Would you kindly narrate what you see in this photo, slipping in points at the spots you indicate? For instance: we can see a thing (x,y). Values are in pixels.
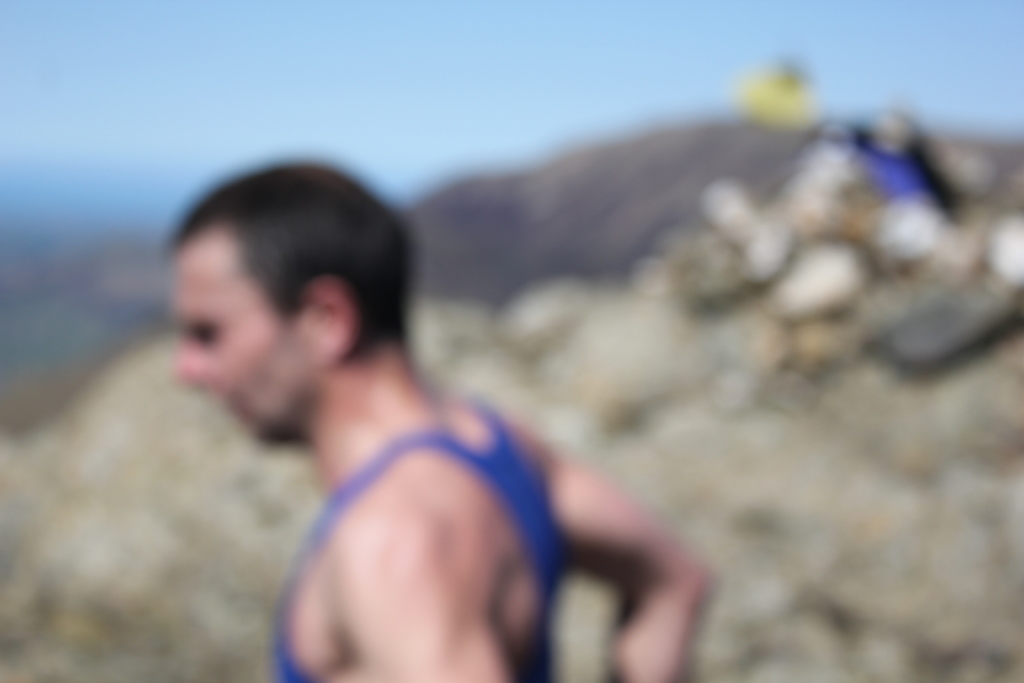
The image is blur but we can see a man (338,495) standing here and this is sky (459,91).
